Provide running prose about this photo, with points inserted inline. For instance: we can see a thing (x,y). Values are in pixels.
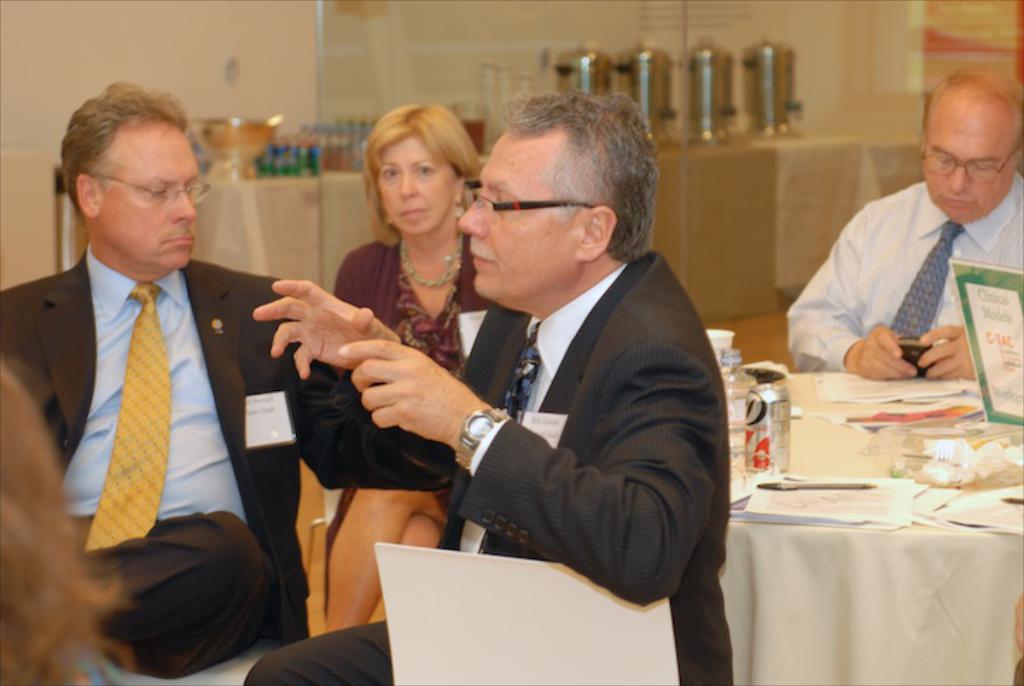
In this image, we can see people (628,338) sitting on the chairs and some are wearing coats (246,363), ties (916,330) and id cards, there is a person (834,340) holding a mobile (902,340) and we can see a tin (773,411), bottle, a board (1013,343), papers (928,405) and some other objects (903,441). In the background (243,112), there are some objects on the stand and we can see posters (1001,46) on the wall (105,66).
